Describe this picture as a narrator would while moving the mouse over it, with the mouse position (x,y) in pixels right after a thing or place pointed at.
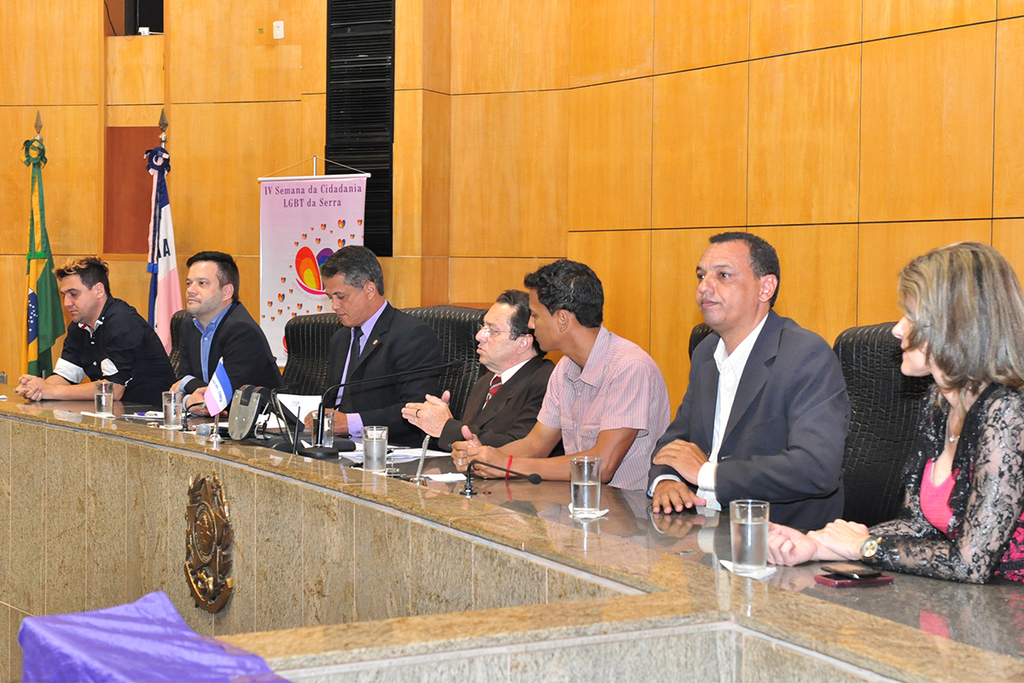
In this picture I can see people (385,306) sitting on the chairs (434,311). I can see water glasses (367,468) on the surface (436,483). I can see the microphone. I can see the banner (290,268).
